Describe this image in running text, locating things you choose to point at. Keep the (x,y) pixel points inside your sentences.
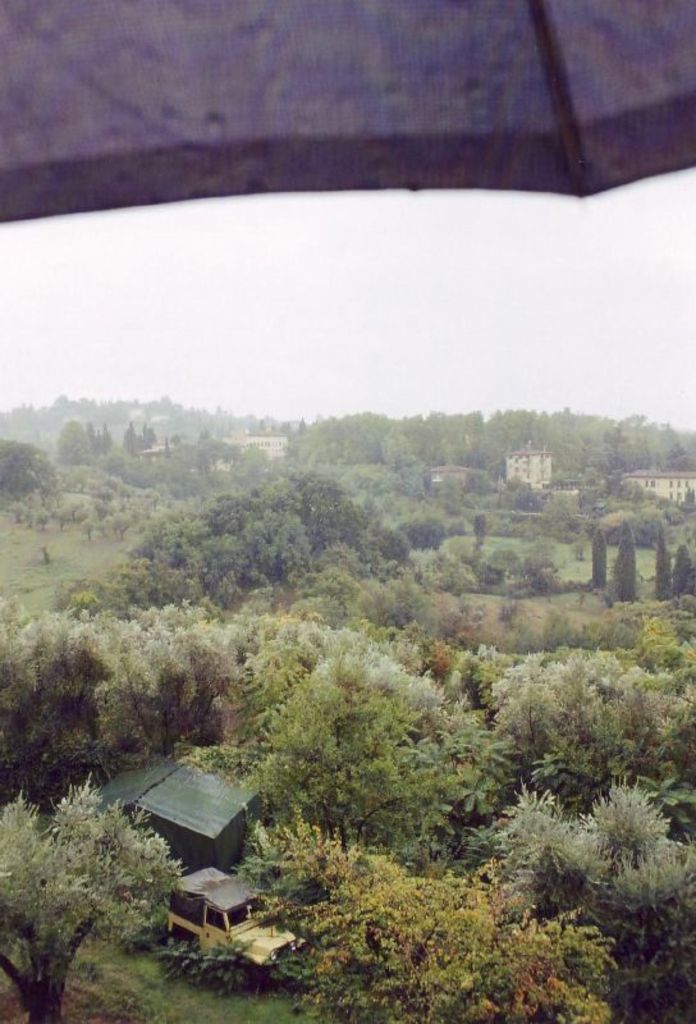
In the picture we can see trees (278,811), vehicle (203,921) and in the background of the picture (339,284) there are some houses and cloudy sky (393,350).
